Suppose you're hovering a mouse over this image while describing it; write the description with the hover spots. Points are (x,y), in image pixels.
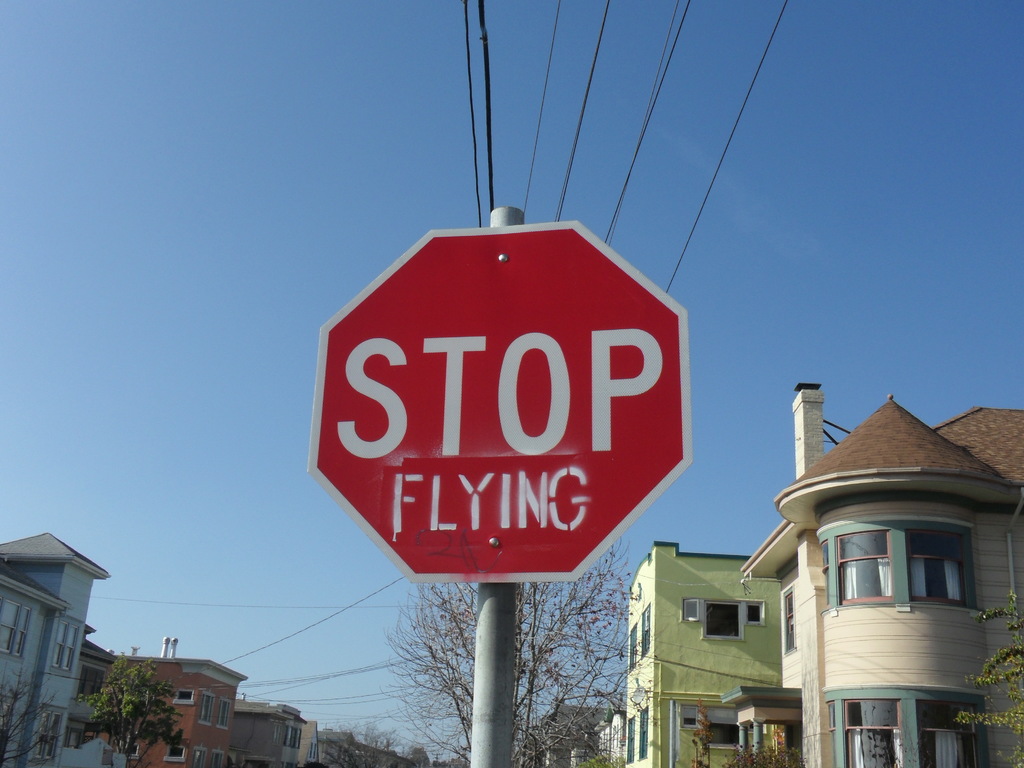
Here I can see a pole (496,661) to which a red color board (507,282) is attached. On this I can see some text (507,402). In the background (77,730) there are some buildings (580,727) and trees (547,675). On the top of the image (161,116) I can see the sky (249,117) and wires (489,93).
